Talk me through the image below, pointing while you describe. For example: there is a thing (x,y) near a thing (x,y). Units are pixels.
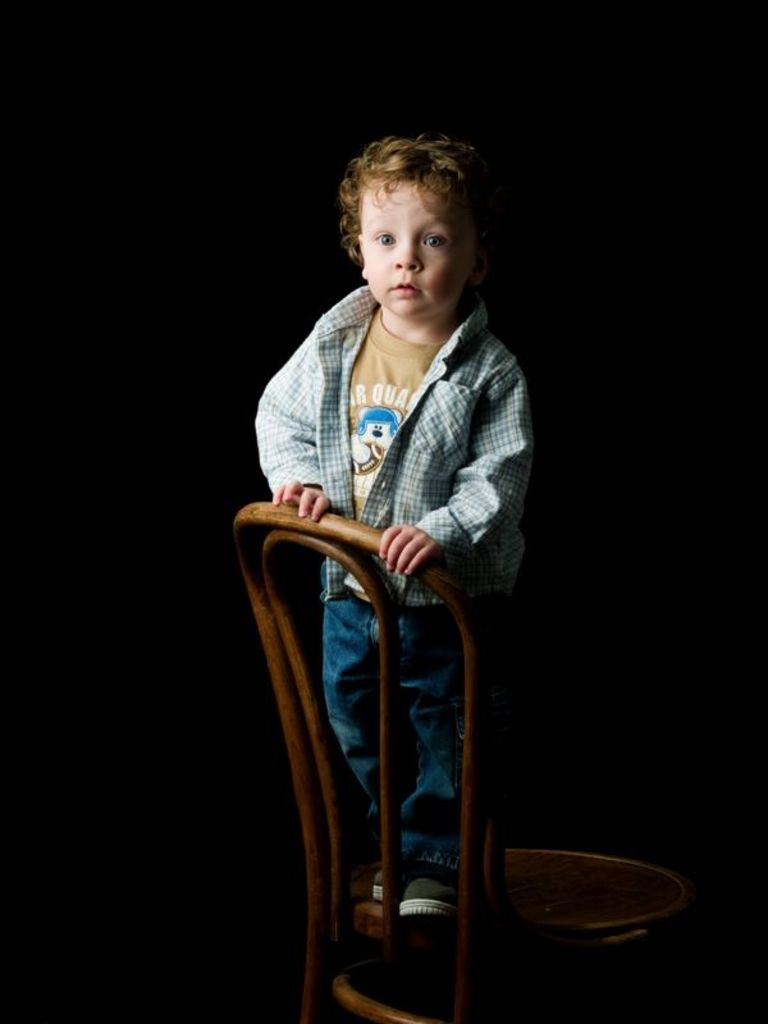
He is standing on a chair (378,546) and he's holding a chair (371,586).
